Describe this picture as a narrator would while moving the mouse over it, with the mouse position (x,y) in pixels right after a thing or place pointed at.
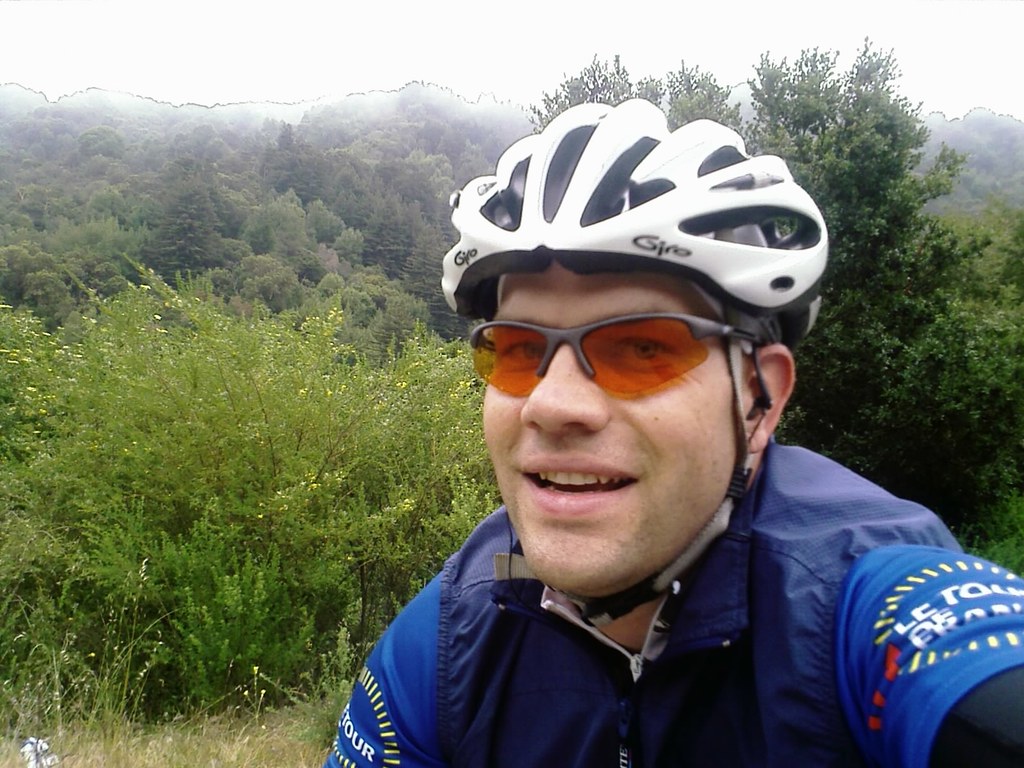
In this image we can see a person (604,391) wearing a helmet (685,249) and spectacles (613,354), there are some trees (434,321) and in the background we can see the sky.
